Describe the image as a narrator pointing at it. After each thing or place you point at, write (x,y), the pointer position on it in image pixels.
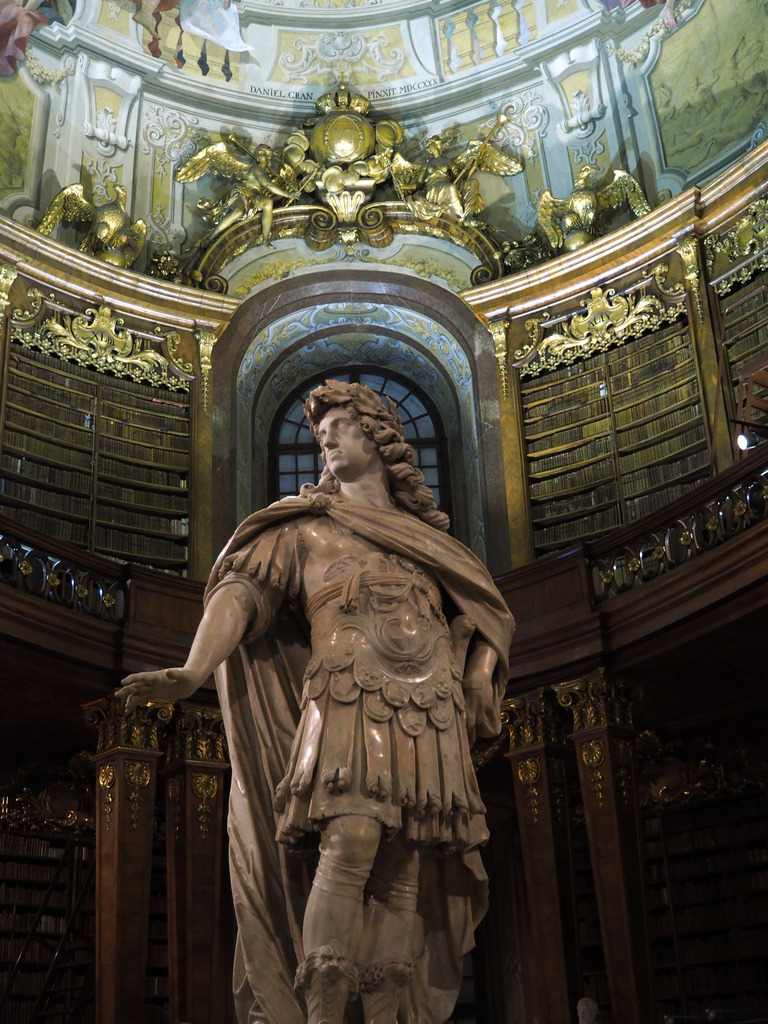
Here we can see sculpture (218,673), background (580,271) we can see wall (62,137) and statues (351,177).
